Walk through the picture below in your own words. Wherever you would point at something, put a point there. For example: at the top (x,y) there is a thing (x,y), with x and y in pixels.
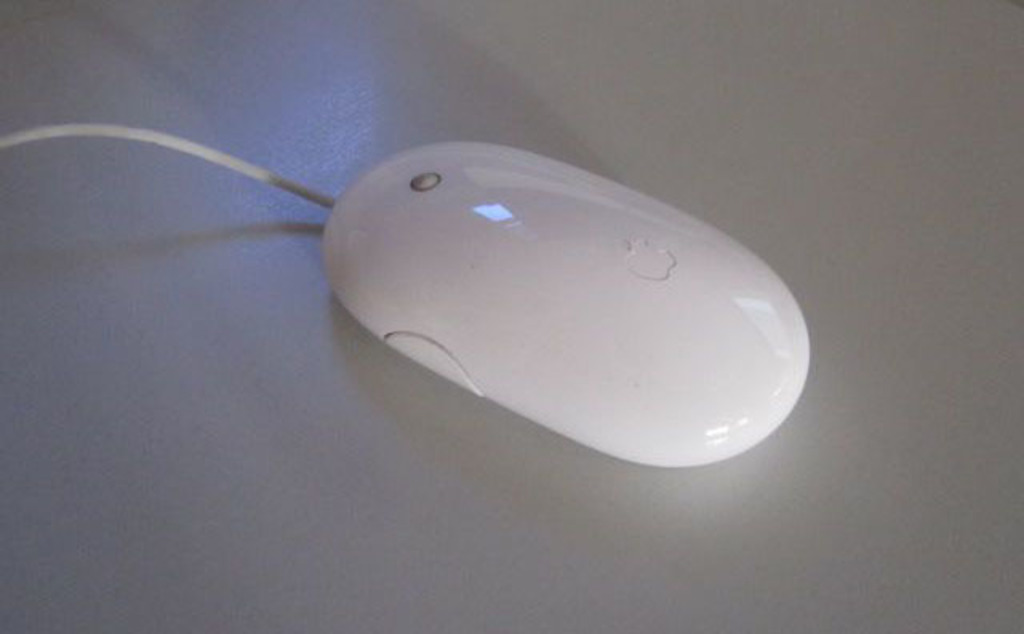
It is a mouse (638,339) which is in white color.
